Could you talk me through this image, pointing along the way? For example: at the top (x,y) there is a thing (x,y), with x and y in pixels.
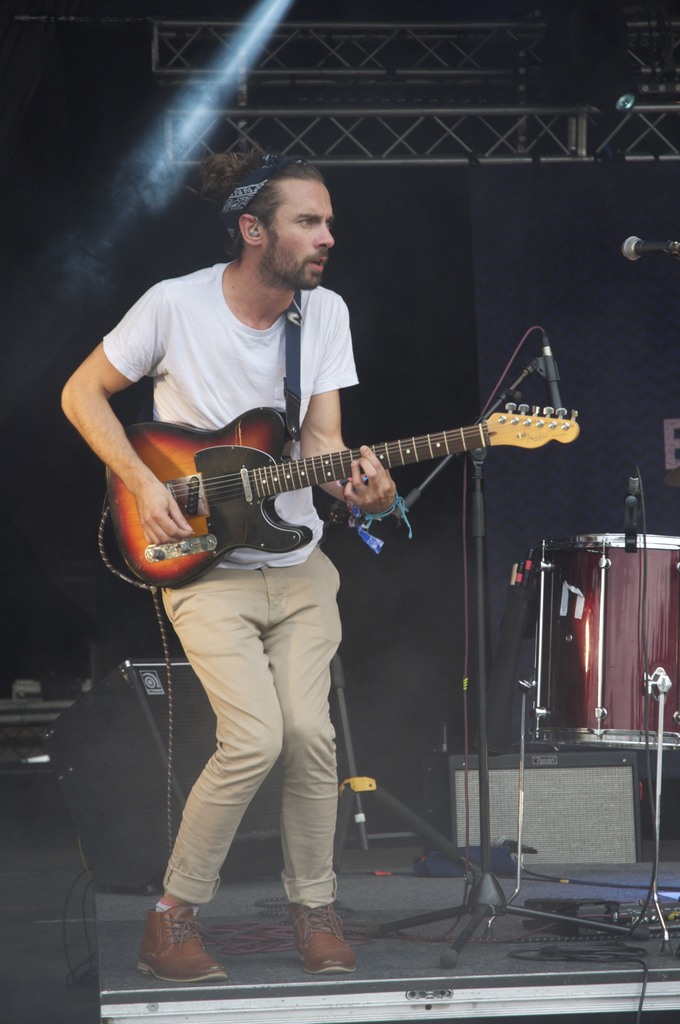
This man (228,390) wore white t-shirt (228,390) and playing guitar (226,494). On this stage (407,881) we can able to see a mic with stand (536,368), musical drum (568,665) and speaker (159,718).
